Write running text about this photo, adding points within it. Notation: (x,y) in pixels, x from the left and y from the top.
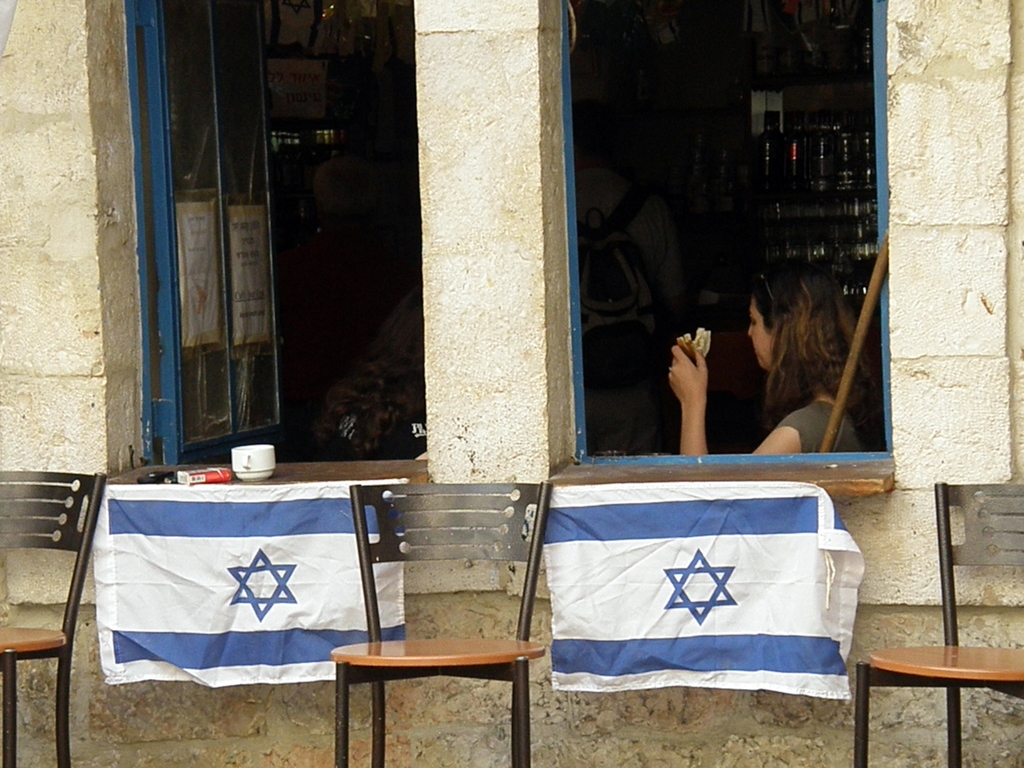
In the image there are chairs (985,656). Behind the chairs (952,668) there's a wall (482,309) with flags (178,591). And there are windows (740,148) to the wall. Inside the window (718,156) there is a lady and many other items (231,304) are there inside the room (721,143). On the window (220,417) there is a cup (258,477) and few other items (227,472) on it.
